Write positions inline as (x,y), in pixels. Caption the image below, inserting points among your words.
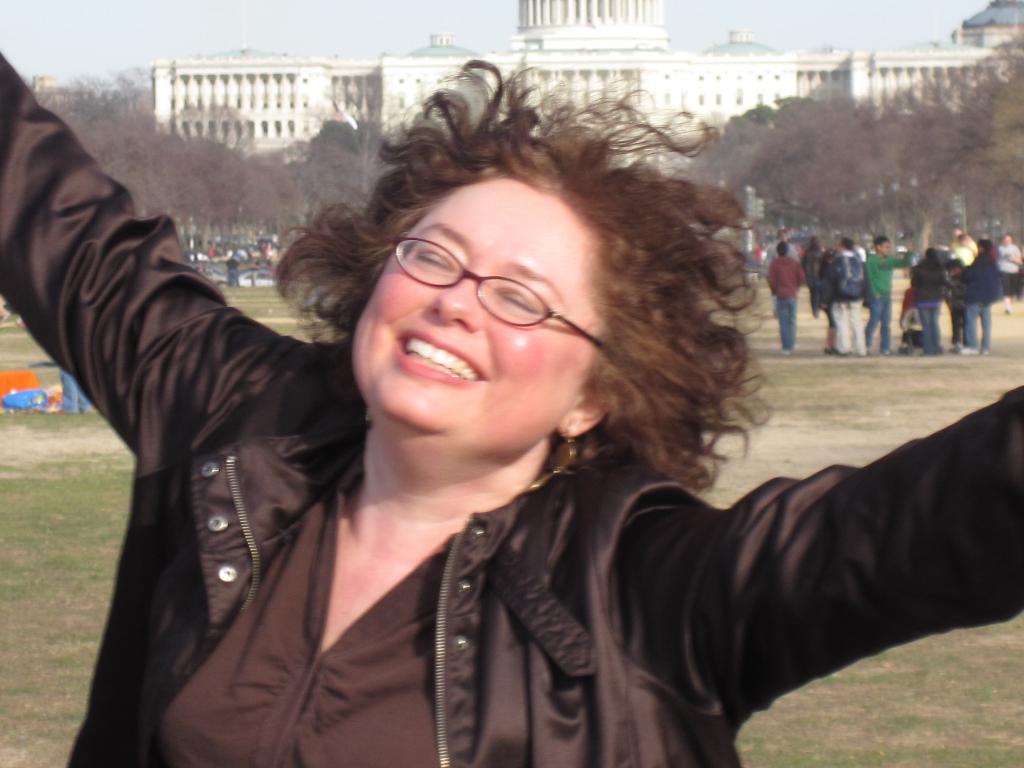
In this image, there is a person (503,620) wearing clothes (204,589) and spectacles (417,264). There are some persons (931,285) on the right side of the image (885,285) standing and wearing clothes (963,310). There is a building (676,84) and some trees (232,162) at the top of the image (816,143).
